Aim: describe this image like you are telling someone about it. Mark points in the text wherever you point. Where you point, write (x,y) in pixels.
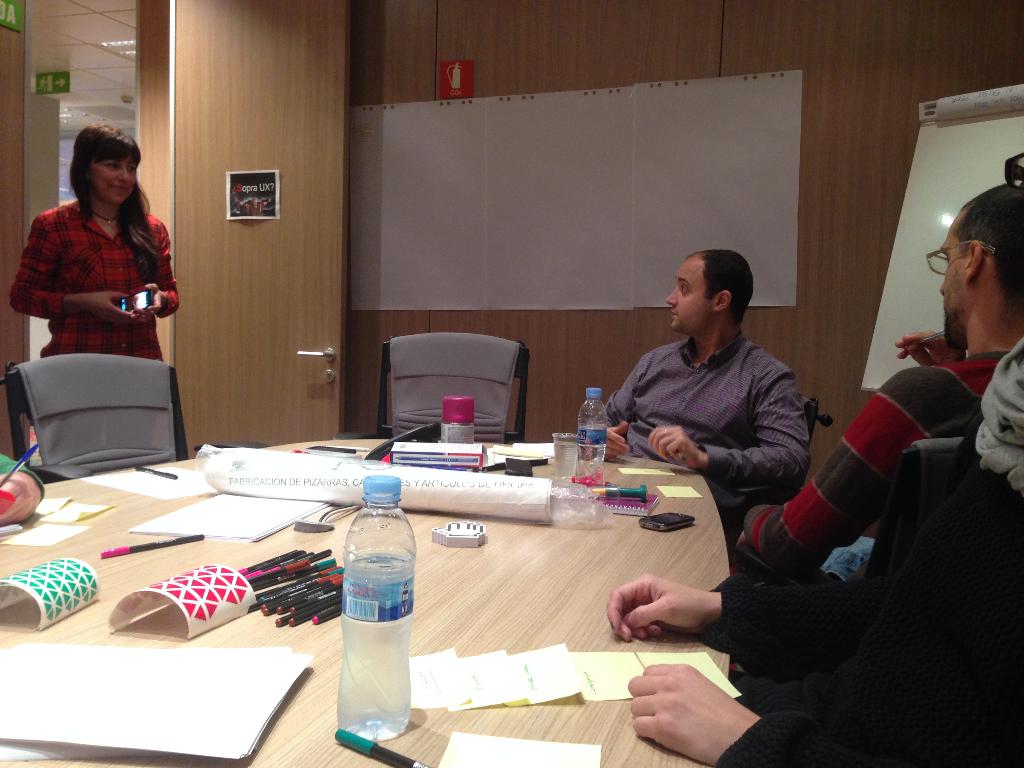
This picture is clicked inside the room (399,120). Here, we see three people (858,440) sitting on chairs (16,376). On the left corner of the picture (110,168), we see a woman (99,307) in red shirt (70,251) is standing and holding mobile phone (146,303) in her hands (107,311). In front of the picture, we see table (517,599) on which water bottle (379,584), sketches (282,610), papers (195,728), chart (315,468), mobile phone (658,520), book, glass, pen (388,753) is placed on it. Behind that, we see a wall (562,327) on which white board (581,132) is placed on it. Beside the board (353,254), we see door (252,233). On the right top of the picture (954,157), we see white board (939,159).
